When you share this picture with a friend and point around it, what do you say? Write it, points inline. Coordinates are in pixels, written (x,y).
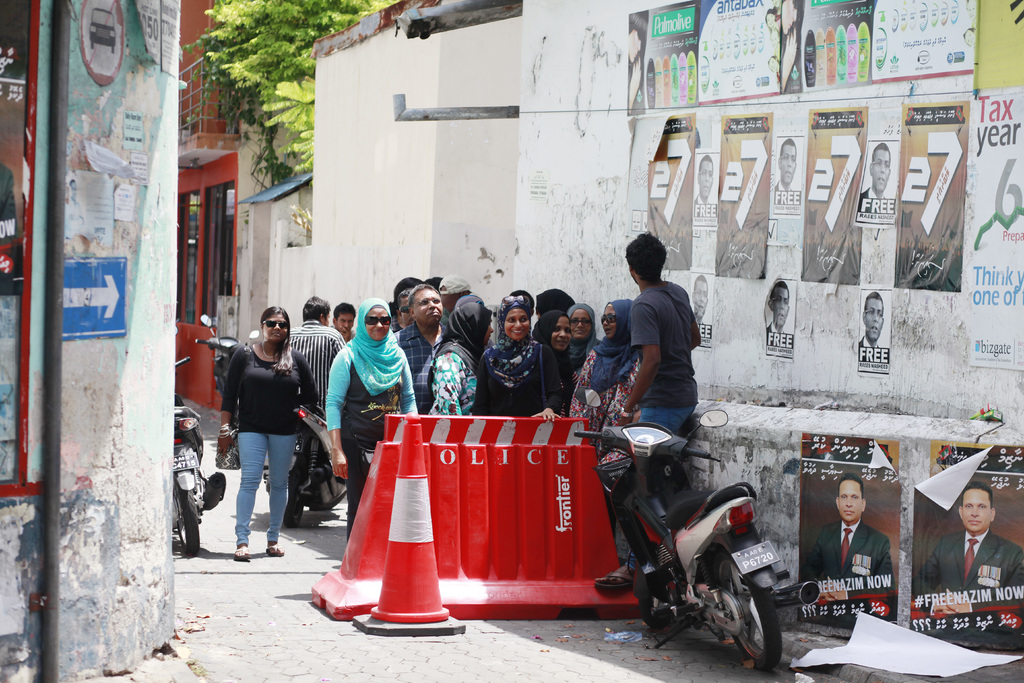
In the center of the image (403,322) we can see a group of people (453,348) are standing and some of them are wearing goggles (283,323), scarfs (526,309). In the background of the image (187,8) we can see the buildings (200,135), balcony (200,135), trees (311,150), wall (483,193), posters (831,216), vehicles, divider cones (564,496), sign board (95,273). At the bottom of the image (317,661) we can see the road (235,652).
